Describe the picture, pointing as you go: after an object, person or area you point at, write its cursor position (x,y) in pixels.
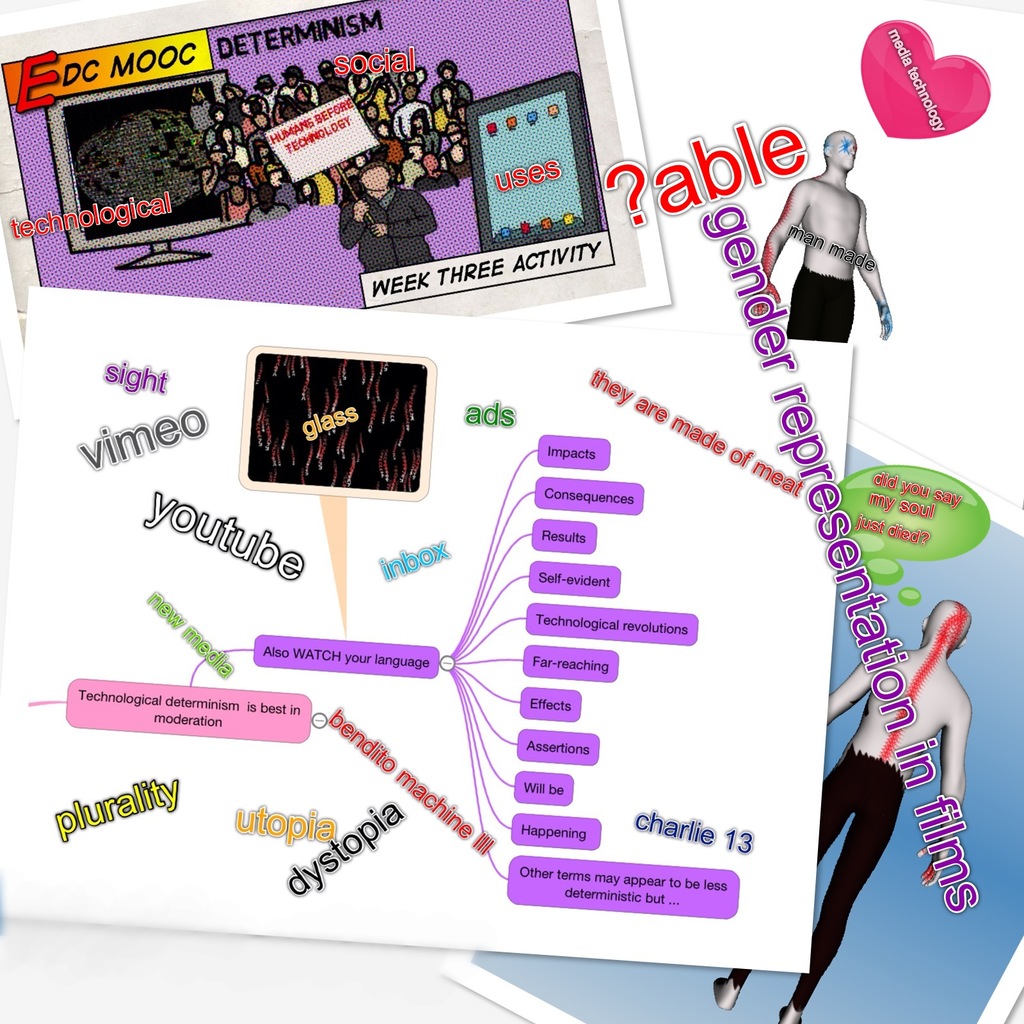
In this picture we can observe two animated persons (884,701). We can observe violet color boxes (310,652) in which there are black color words (569,451). There is some text (603,623) on the picture. The background is in white color.
